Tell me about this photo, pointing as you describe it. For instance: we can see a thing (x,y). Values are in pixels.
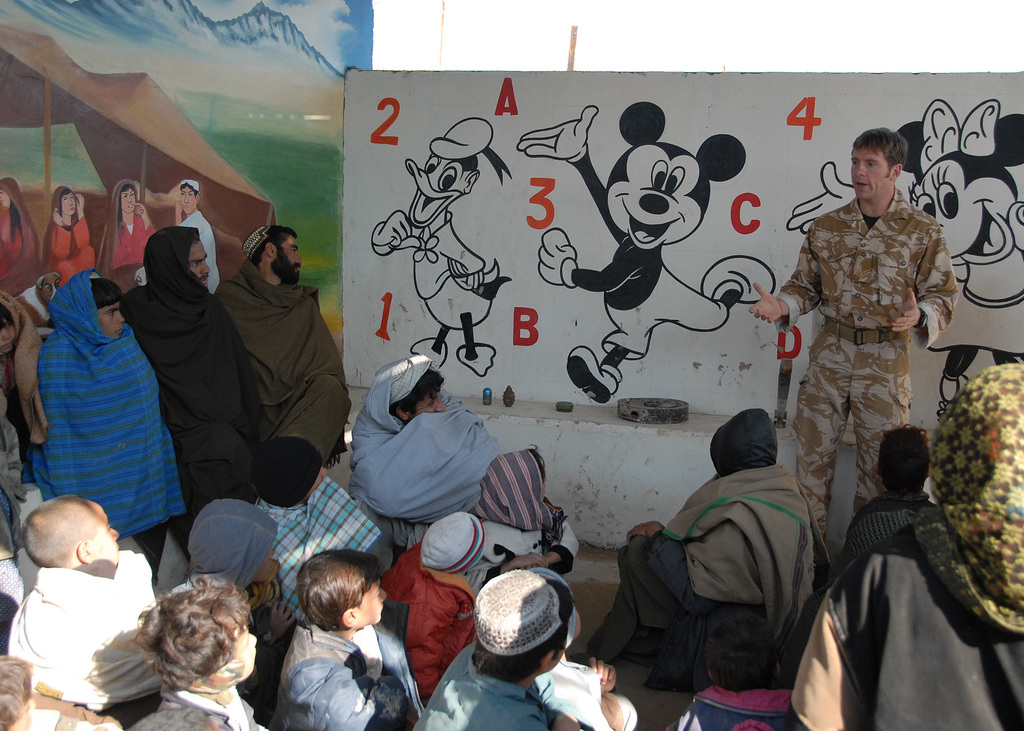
In this image there are a few people (494,588) sitting and some other people (816,390) standing. Behind them there are walls (286,153) with painting (677,203) and letters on it. In front of the wall (551,400) there are some objects (656,416) on the platform (608,460). In the background of the image (654,35) there is sky (682,33).
